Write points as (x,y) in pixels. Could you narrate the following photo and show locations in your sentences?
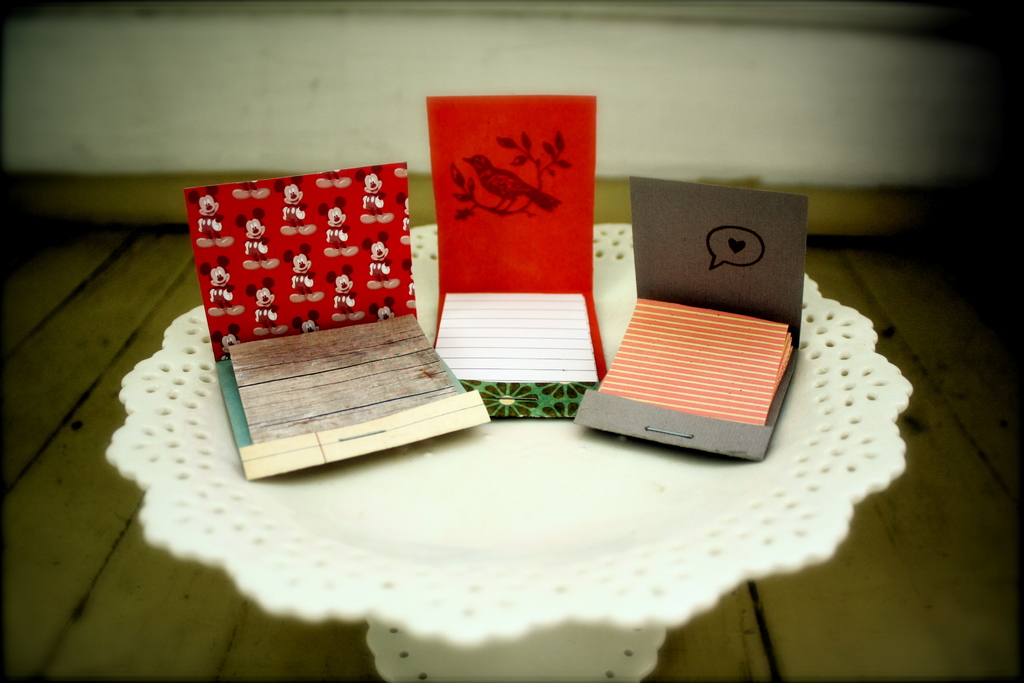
In this image we can see a cake stand (644,531) on a wooden floor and on the cake stand (624,514), we can see three notepads (374,451) with papers (372,405) in it.
